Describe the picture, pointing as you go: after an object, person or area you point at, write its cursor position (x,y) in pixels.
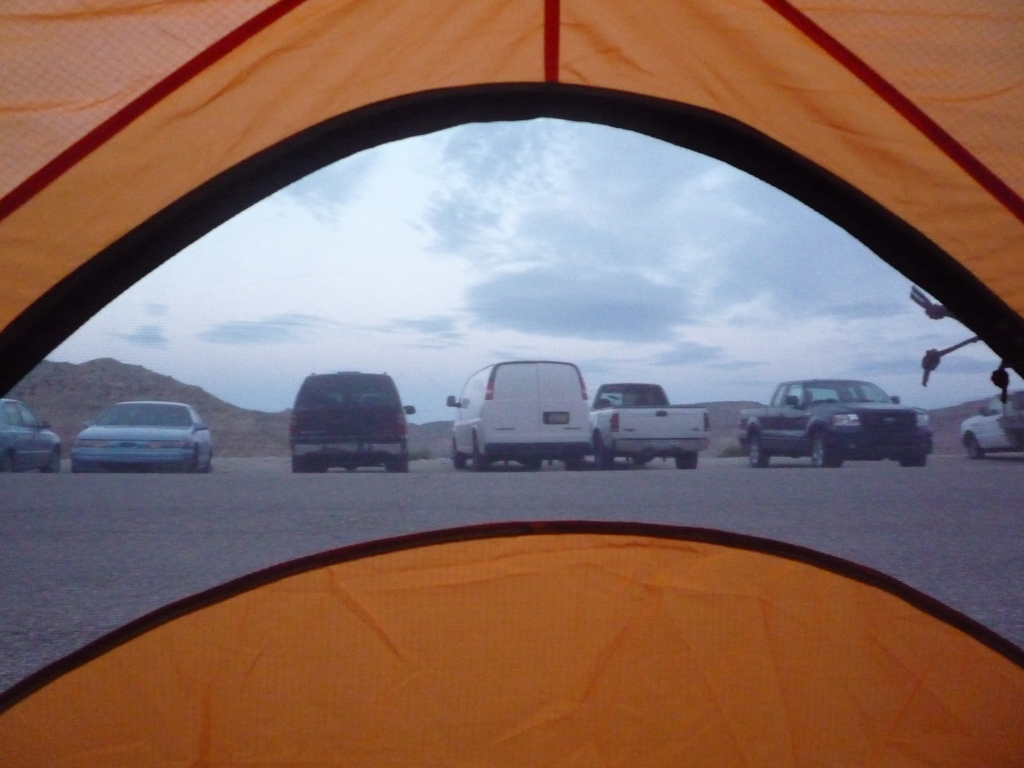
In this picture we can see a tent (617,618), in the background (56,429) we can find few cars (167,444), hills (93,367) and clouds (398,317).
